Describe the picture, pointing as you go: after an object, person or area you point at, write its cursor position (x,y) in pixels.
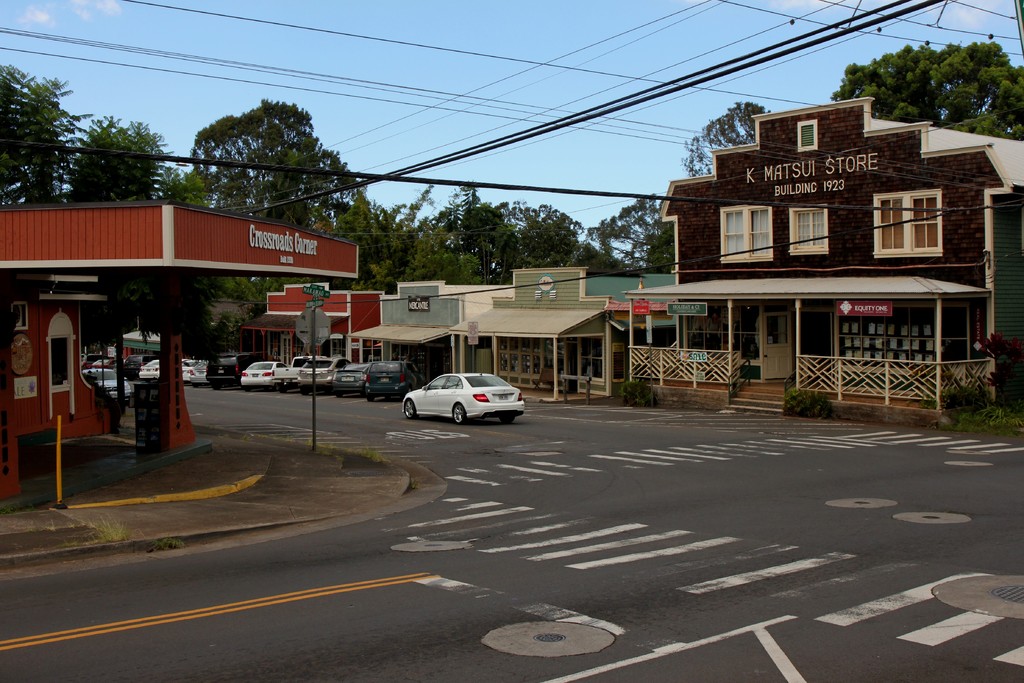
In this picture i can see vehicles (330,392) on the road (376,443). On the right side (686,444) i can see white lines (823,551) on the road (825,545). In the background (671,313) i can see buildings (695,290), trees (565,251), wires (644,269) and sky (734,91). On the left side (318,319) i can see a pole (314,406) with sign boards (304,314).
